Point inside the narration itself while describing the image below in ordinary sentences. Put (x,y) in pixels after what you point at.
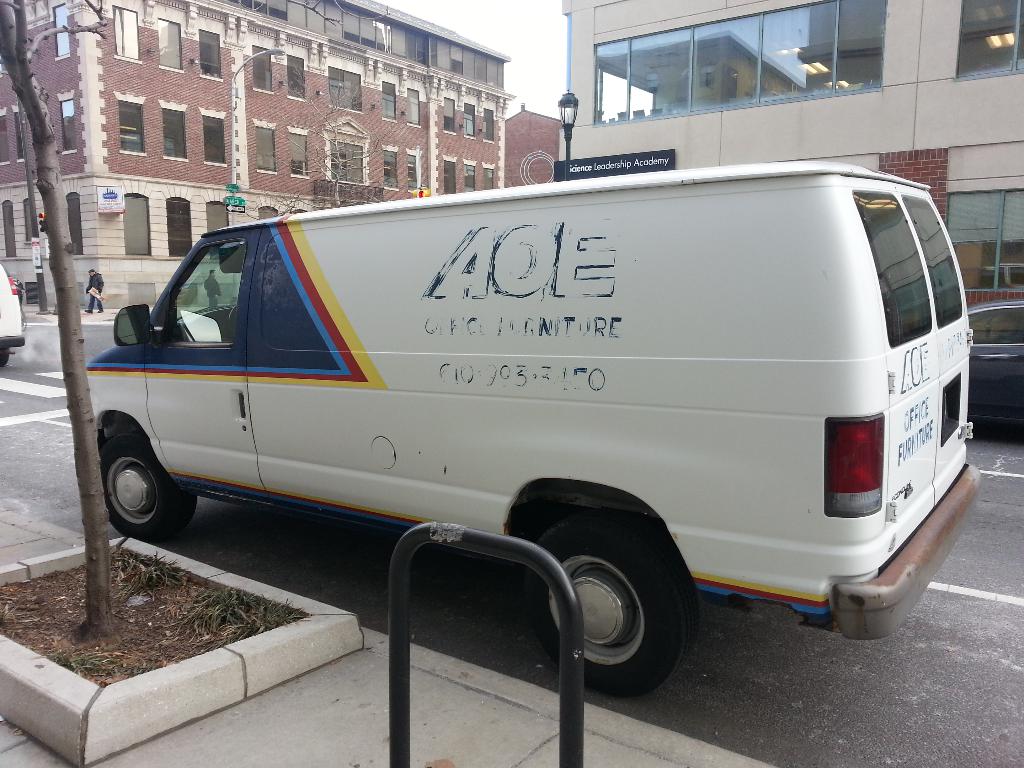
In this picture I can see vehicles (523,419) on the road (980,736), there are two persons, there are buildings (489,126), lights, boards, trees (58,267), and in the background (538,50) there is sky (550,28).
